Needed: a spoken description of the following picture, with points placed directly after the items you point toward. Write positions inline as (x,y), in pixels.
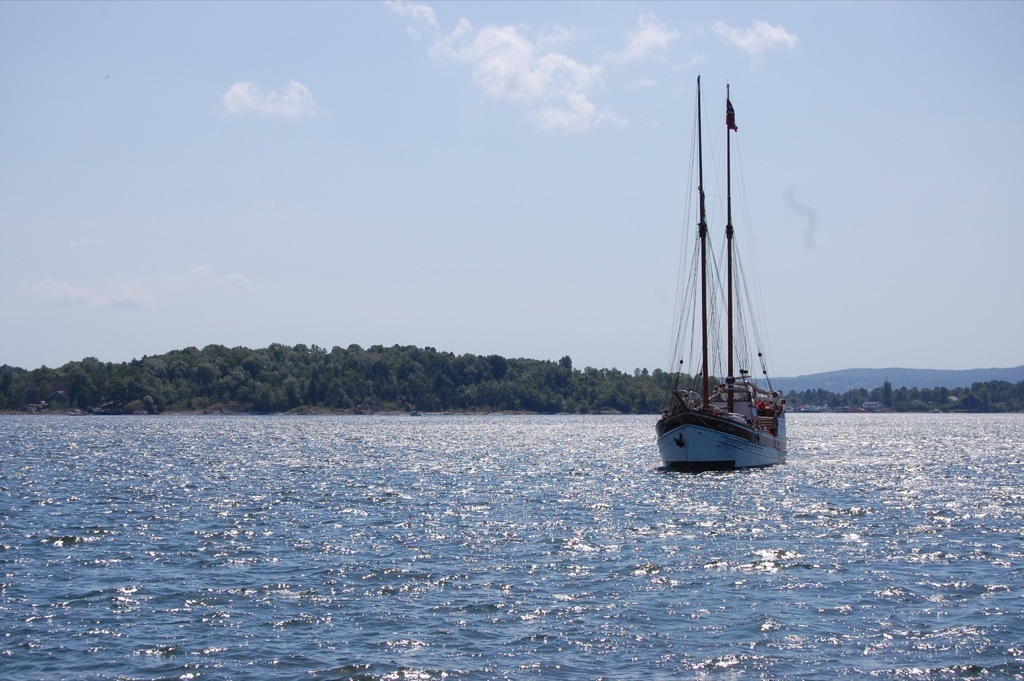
In this picture we can see a boat (772,441) on the water (582,467). In the background (789,402) we can see trees (550,404) and the sky (385,181).
